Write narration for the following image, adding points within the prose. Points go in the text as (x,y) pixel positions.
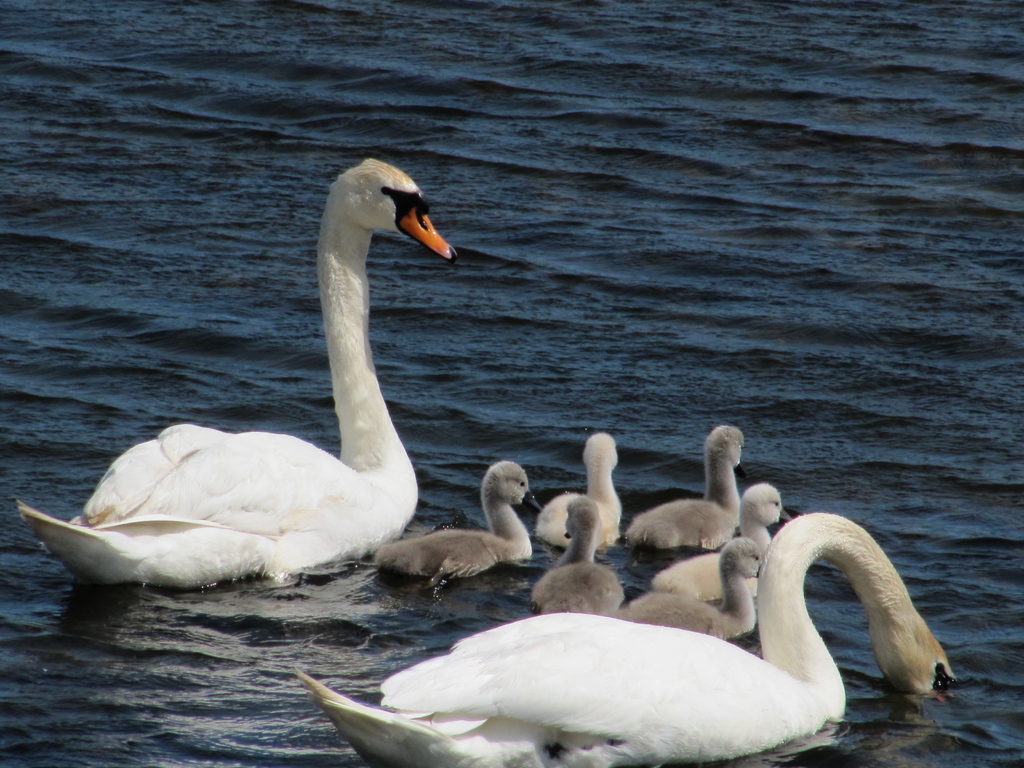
In this picture, we can see birds (638,701) and a few baby birds (749,511) on the water (539,331).
